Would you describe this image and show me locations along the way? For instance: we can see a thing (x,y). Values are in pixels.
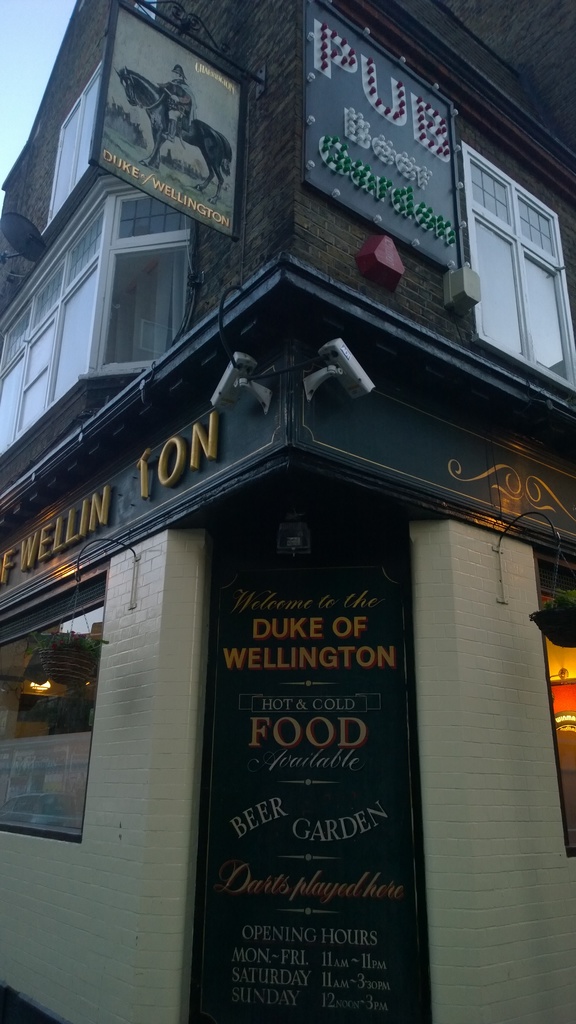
In this picture I can see a building (99,617) on which there are boards (348,570) on which there is something written and I see the lights (287,528) and I see the windows (99,281) on the top of the building (125,258).
